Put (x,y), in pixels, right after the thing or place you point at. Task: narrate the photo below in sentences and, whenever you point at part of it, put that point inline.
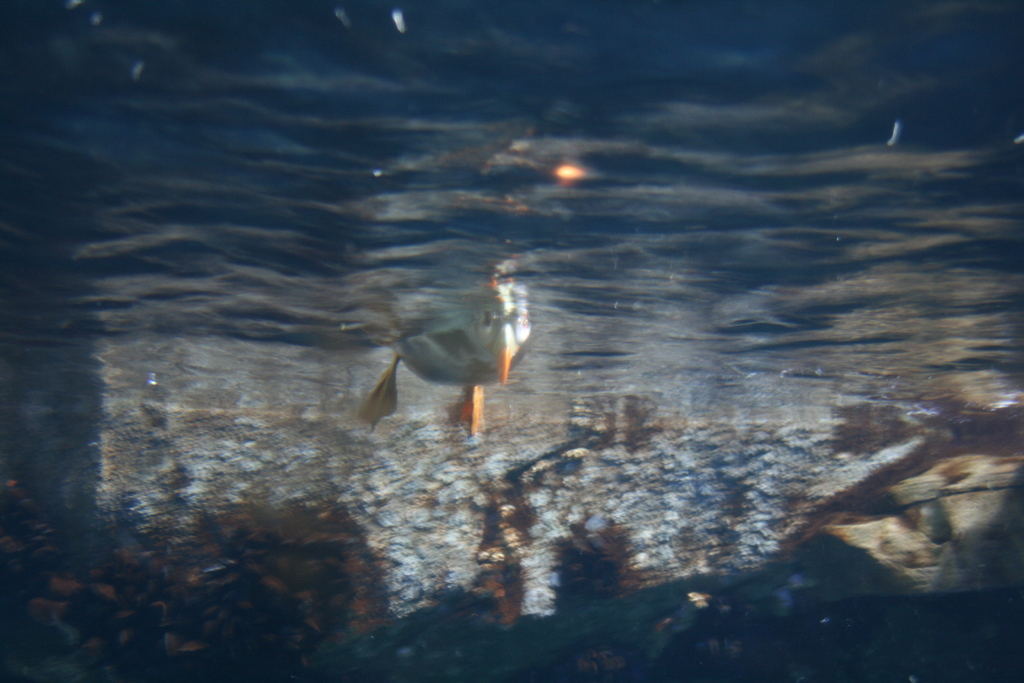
Inside the water (405,315) we can see duck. Background (277,442) it is blur.
